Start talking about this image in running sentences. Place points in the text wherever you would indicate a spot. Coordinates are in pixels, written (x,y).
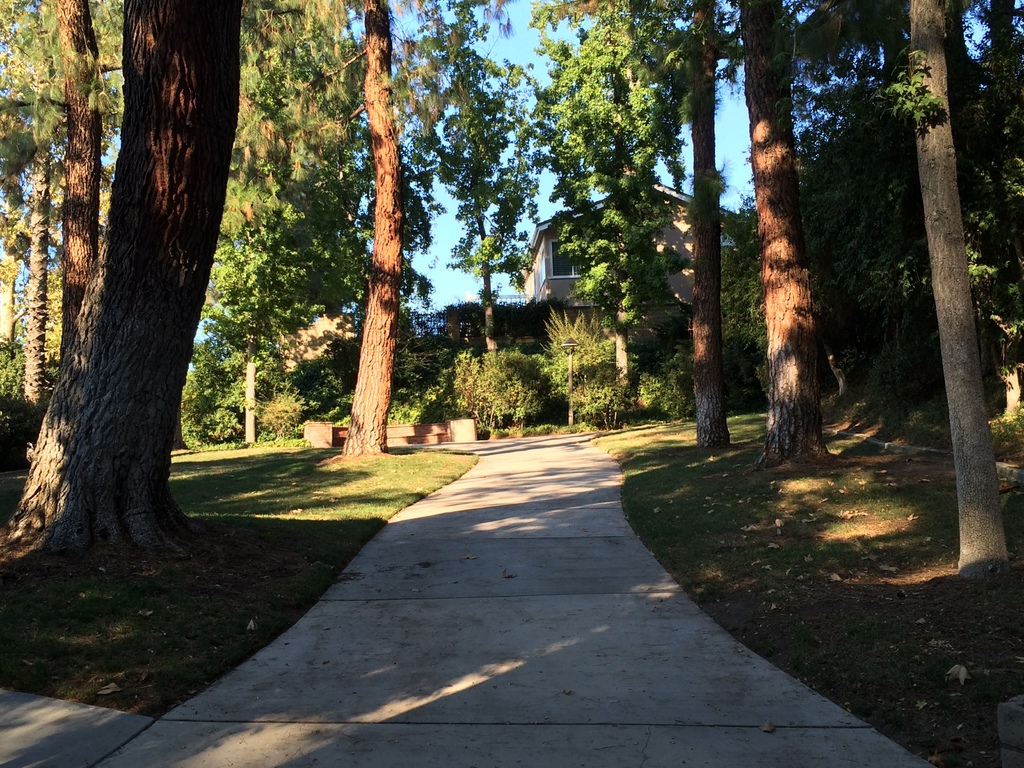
As we can see in the image there is grass (708,528), plants (540,395), trees (407,49), buildings (556,262) and sky (454,277).
